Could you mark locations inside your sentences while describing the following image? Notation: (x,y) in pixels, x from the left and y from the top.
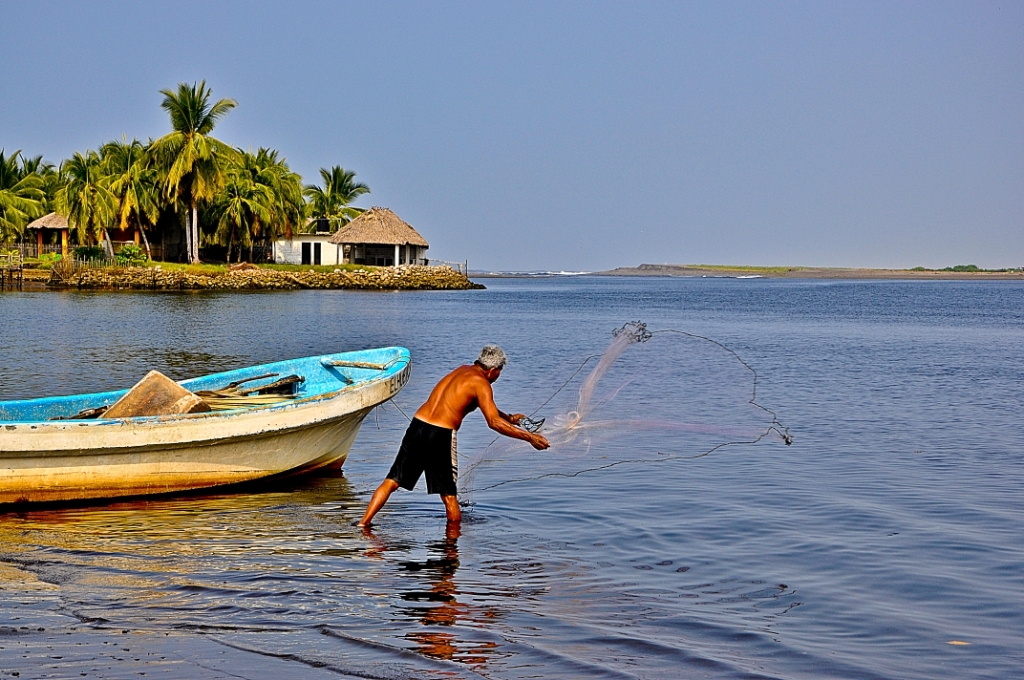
In this image I can see the person (417,462) to the side of the boat (151,456). The person (404,443) is wearing the black color boxer (429,443) and holding the net (668,408). The person (487,416) is on the water (420,559). In the back (364,244) I can see the house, trees (200,182) and the blue sky (362,104).
